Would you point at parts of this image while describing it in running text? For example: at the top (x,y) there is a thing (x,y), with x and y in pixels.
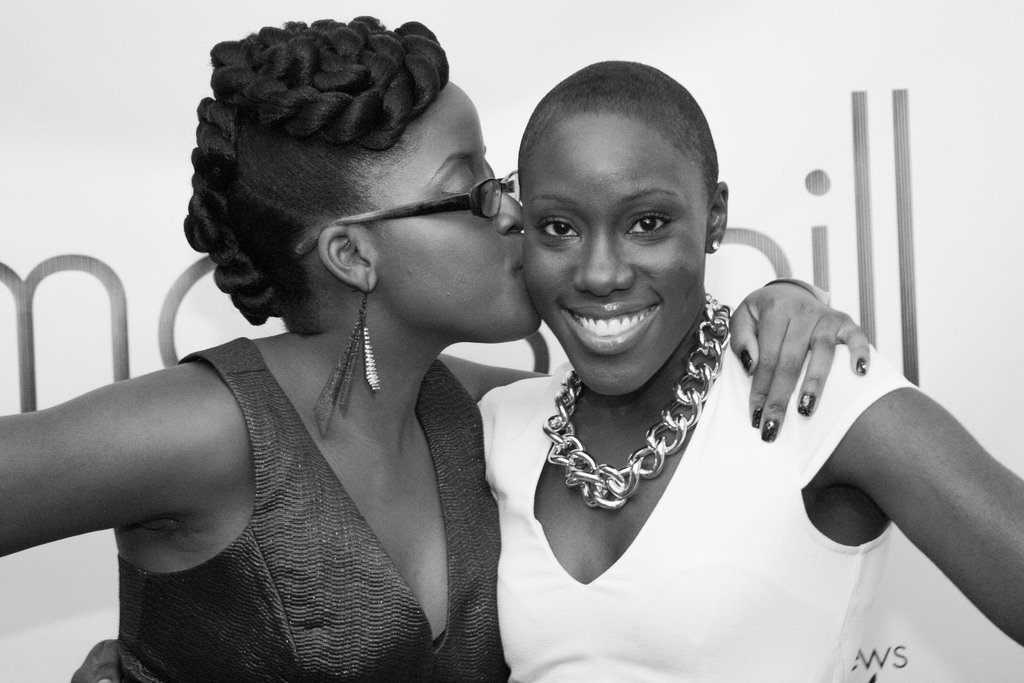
In this image there are women (417,402). On the right side (703,481) there is a woman (649,559) standing and smiling and on the left side (266,438) there is a woman (386,471) standing and in the background (775,203) there is a board (162,303) with some text (907,225) written on it.
